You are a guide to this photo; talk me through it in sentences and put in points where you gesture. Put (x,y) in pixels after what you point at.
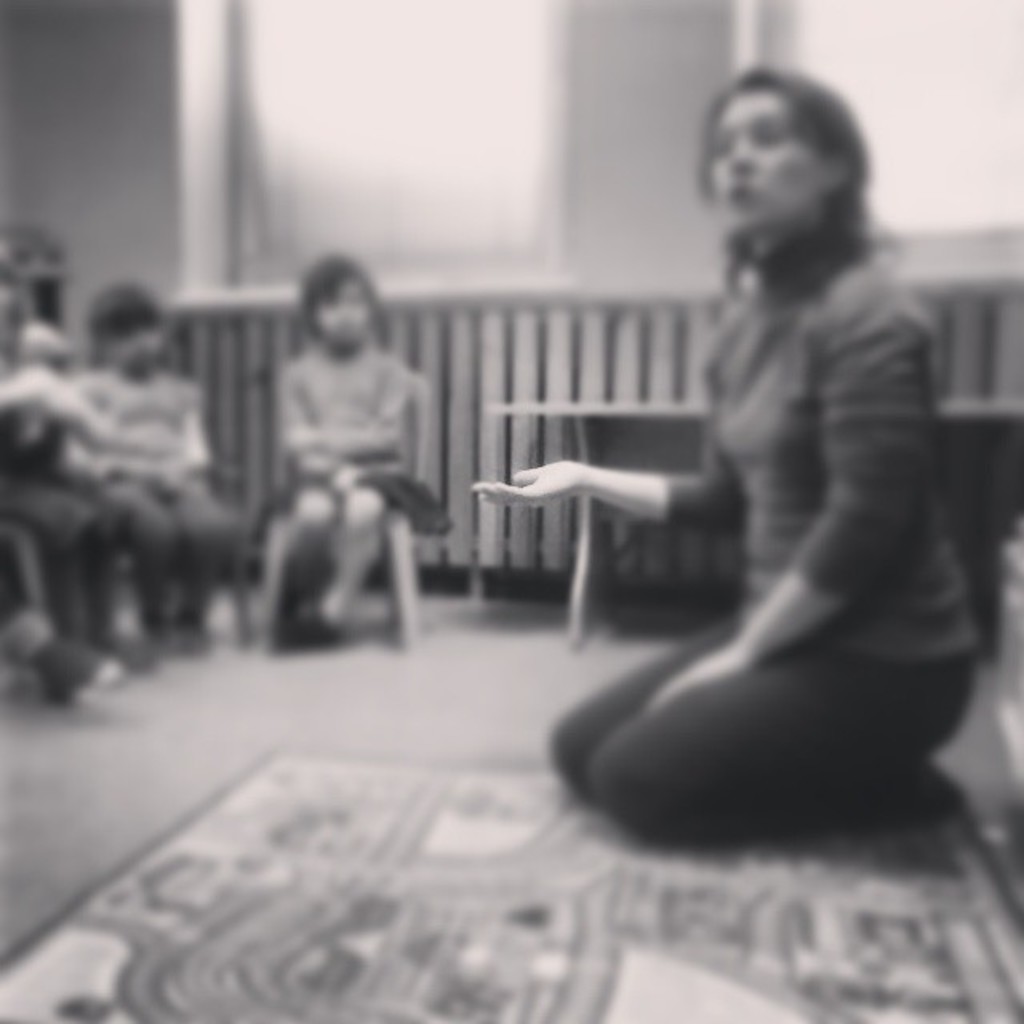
In this image i can see a woman (746,713) sitting on the floor (453,716) and few other persons (110,531) sitting on chairs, i can see a mat (340,889) on the floor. In the background (497,592) i can see the wall (41,104) and few windows (957,39).
